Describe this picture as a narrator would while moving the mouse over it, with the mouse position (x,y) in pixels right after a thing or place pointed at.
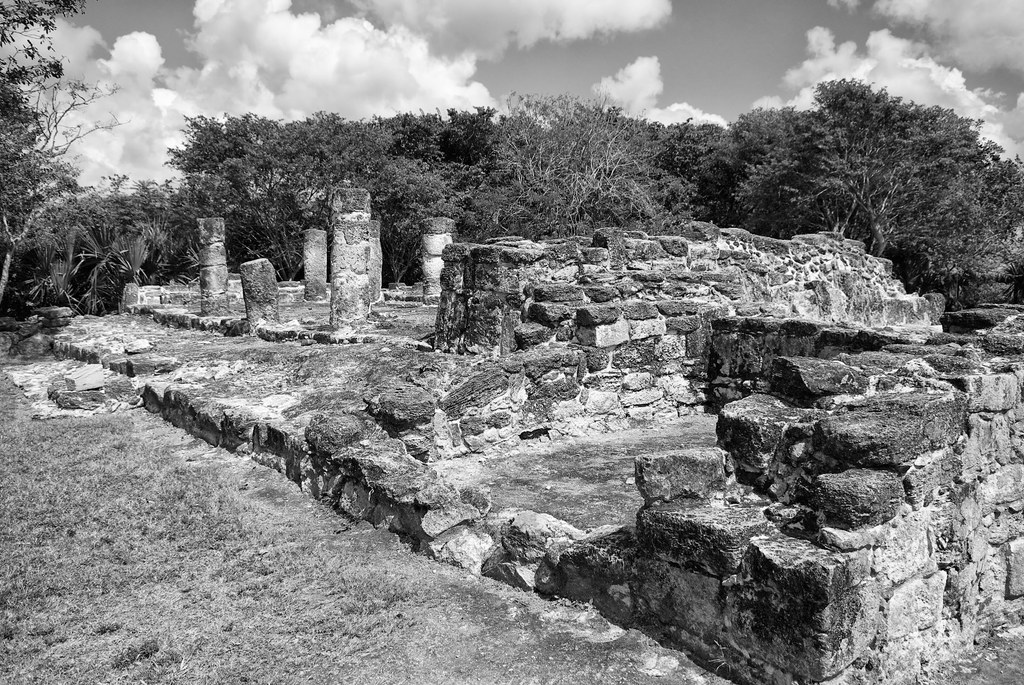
This is a black and white image. In this image, we can see some rocks (609,276), pillars (261,276). In the background (260,232), we can see some trees (865,191). At the top (708,68), we can see a sky (575,63) which is cloudy, at the bottom (267,566), we can see a grass (262,555) on the land (407,595).
